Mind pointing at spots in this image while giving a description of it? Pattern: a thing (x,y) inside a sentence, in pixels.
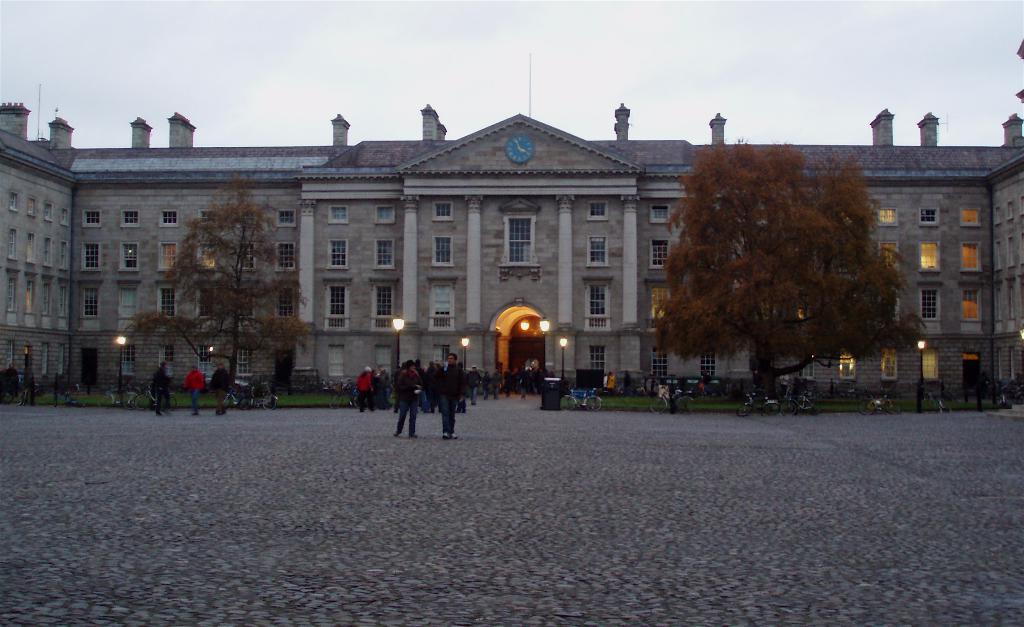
In the center of the image (613,280) we can see building (556,246), trees (764,226), wall (354,301), windows (381,248), lights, poles (545,339), some persons (495,375), bicycles (596,395), grass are there. At the top of the image (573,66) sky (577,68), is there. At the bottom of the image (553,576) ground (381,529) is there.
